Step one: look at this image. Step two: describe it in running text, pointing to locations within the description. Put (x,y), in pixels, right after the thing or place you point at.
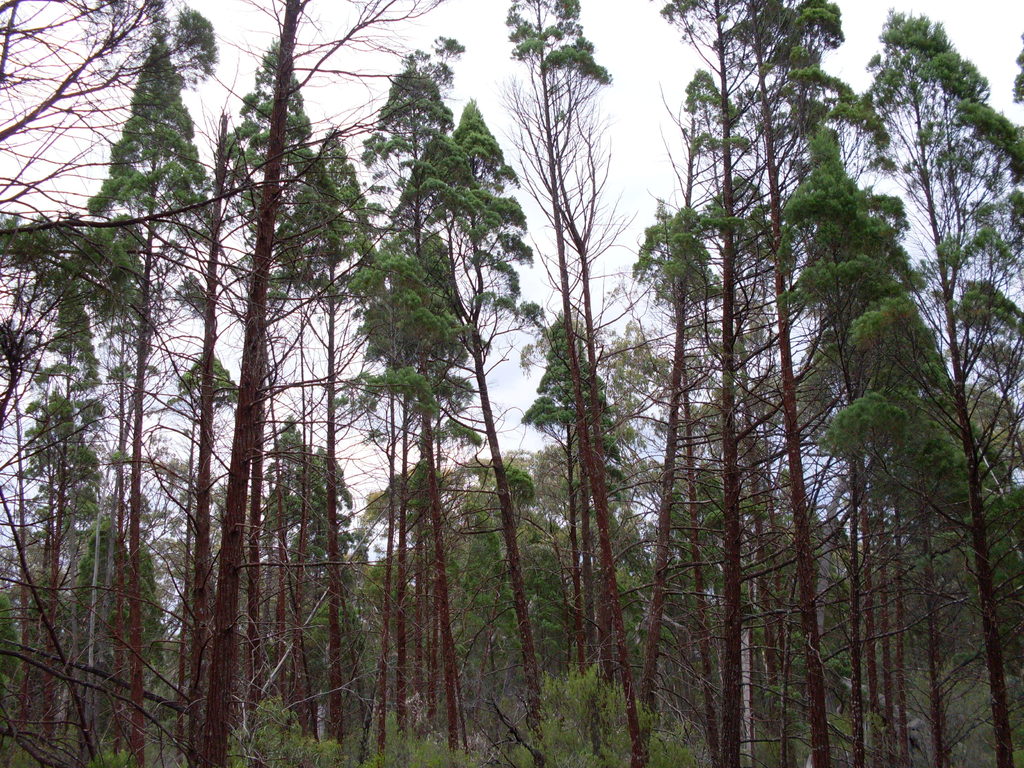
In the picture I can see trees (397,487). In the background (524,379) I can see the sky (496,378).
